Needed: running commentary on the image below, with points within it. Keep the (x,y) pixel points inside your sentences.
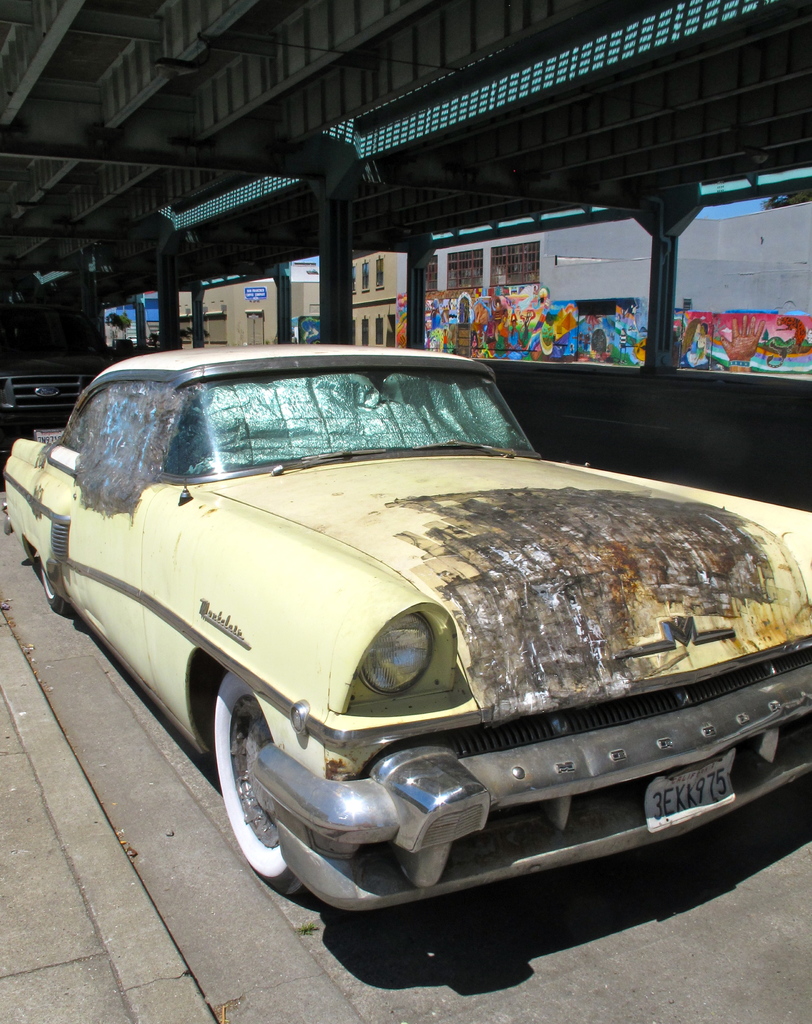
In this image, we can see an outside view of a street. There is a car (441,402) in the middle of the image (400,386).
